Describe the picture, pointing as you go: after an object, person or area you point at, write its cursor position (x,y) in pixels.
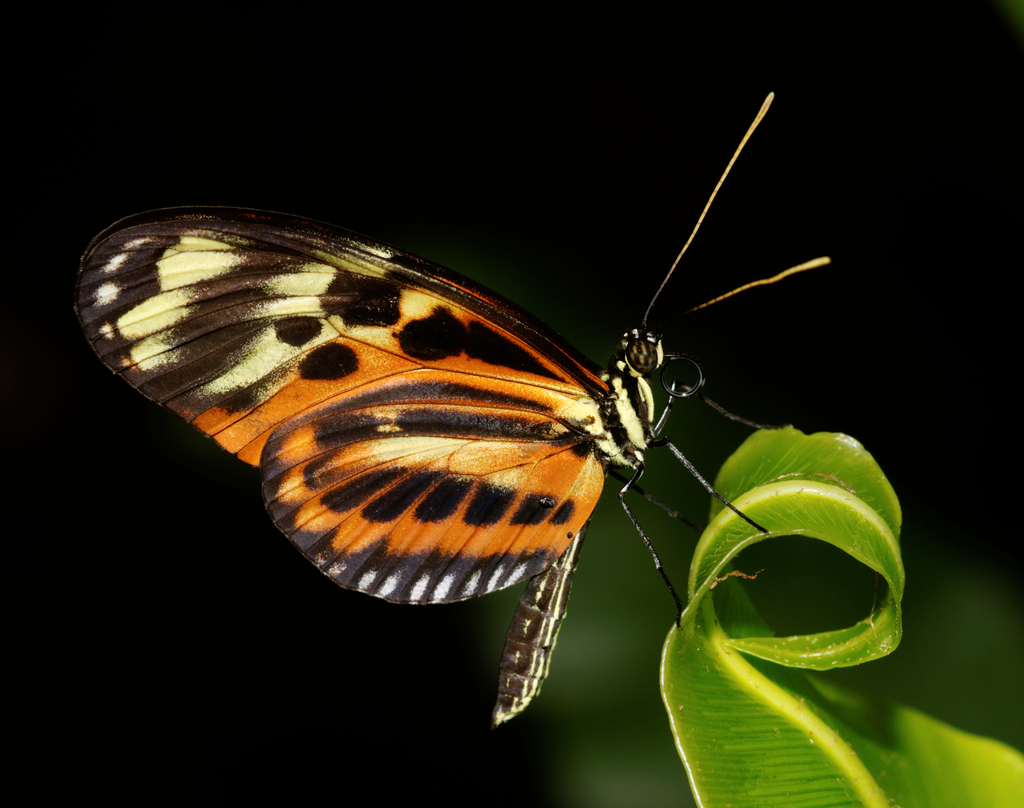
In this image we can see a butterfly (548,550) on the leaf (734,535).
